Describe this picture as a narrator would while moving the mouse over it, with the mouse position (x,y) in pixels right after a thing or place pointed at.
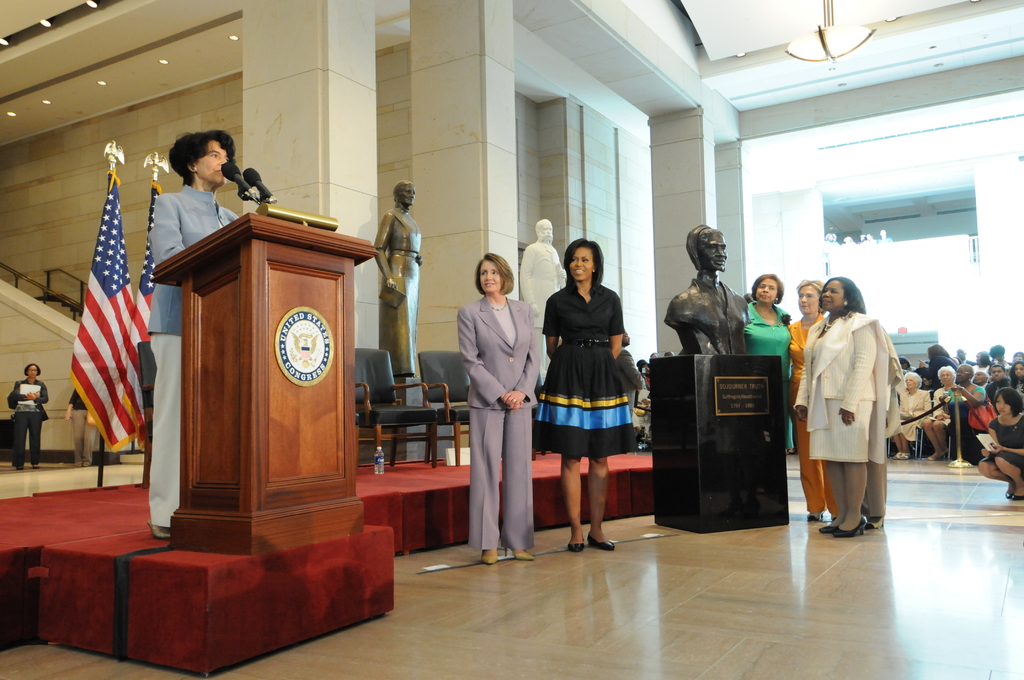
In this image we can see a person (208,203) standing in front of the podium (268,448) on the stage (181,567) and on the stage (424,479) we can see the statues (416,277) and also chairs (402,425) and a water bottle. We can also see a statue (712,299) on the floor (723,584). Image also consists of few people (582,352) standing and a few people (935,397) sitting on the chairs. In the background (522,165) we can see the pillars (458,167) and also wall (28,248) and also flags (114,394). At the top (186,60) there is ceiling (739,50) with the ceiling lights (796,38).
